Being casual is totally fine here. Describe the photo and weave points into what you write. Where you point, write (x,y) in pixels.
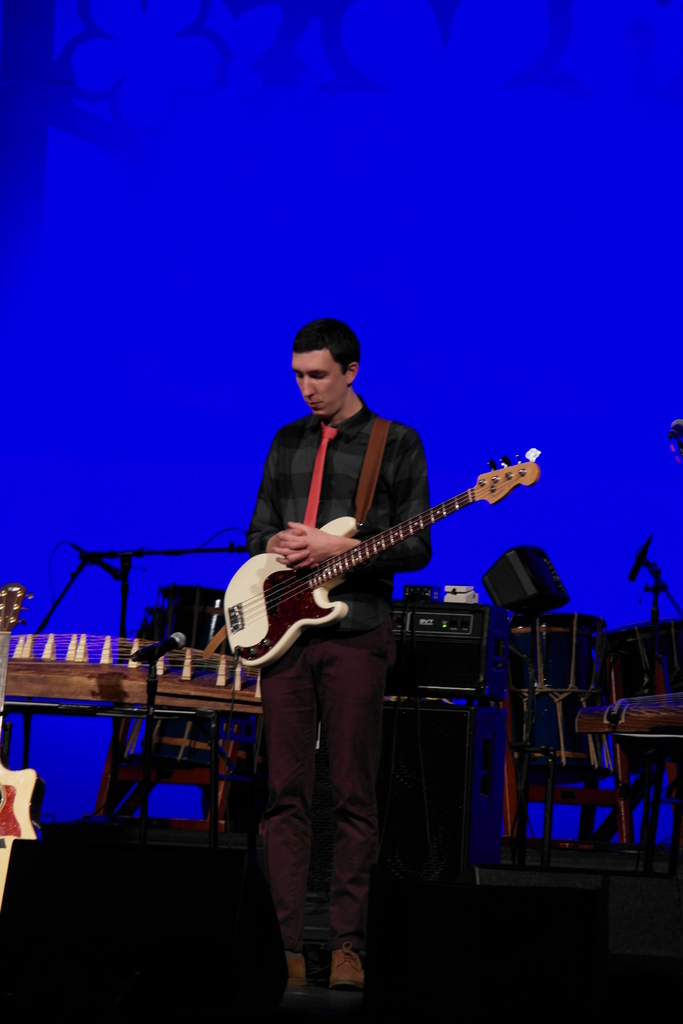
In this image I can see a person (326,549) holding a guitar (336,568) and in the back ground (521,235) I can see a wall (180,292) with blue color and there are some drums (516,662) kept on the background (554,663).
